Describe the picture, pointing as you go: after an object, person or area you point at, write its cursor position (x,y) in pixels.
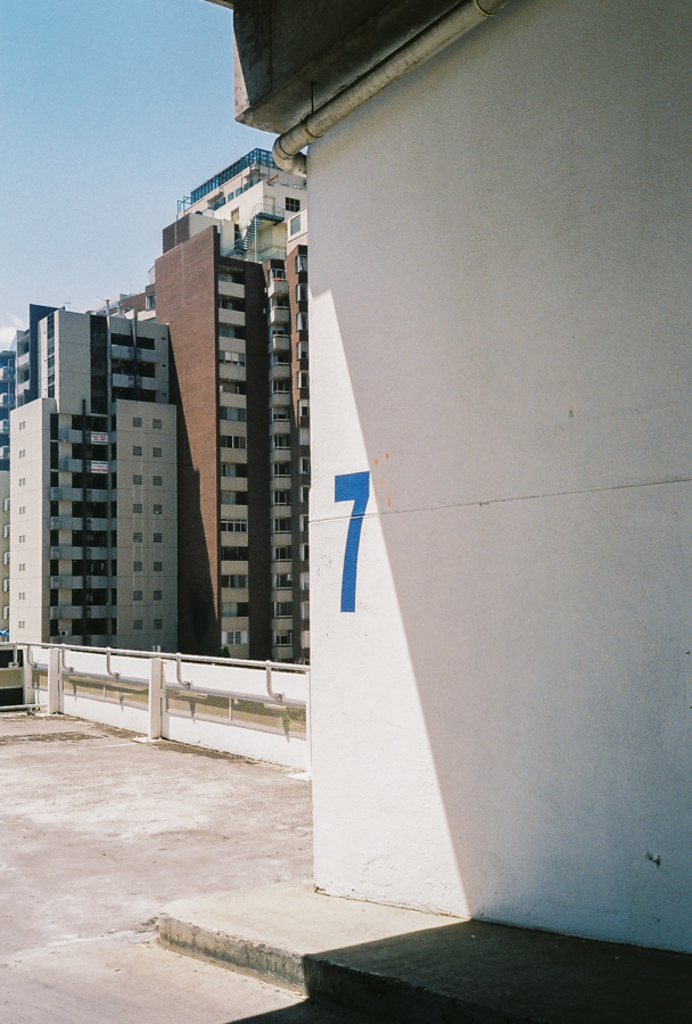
In this picture we can see some buildings (306,488).
